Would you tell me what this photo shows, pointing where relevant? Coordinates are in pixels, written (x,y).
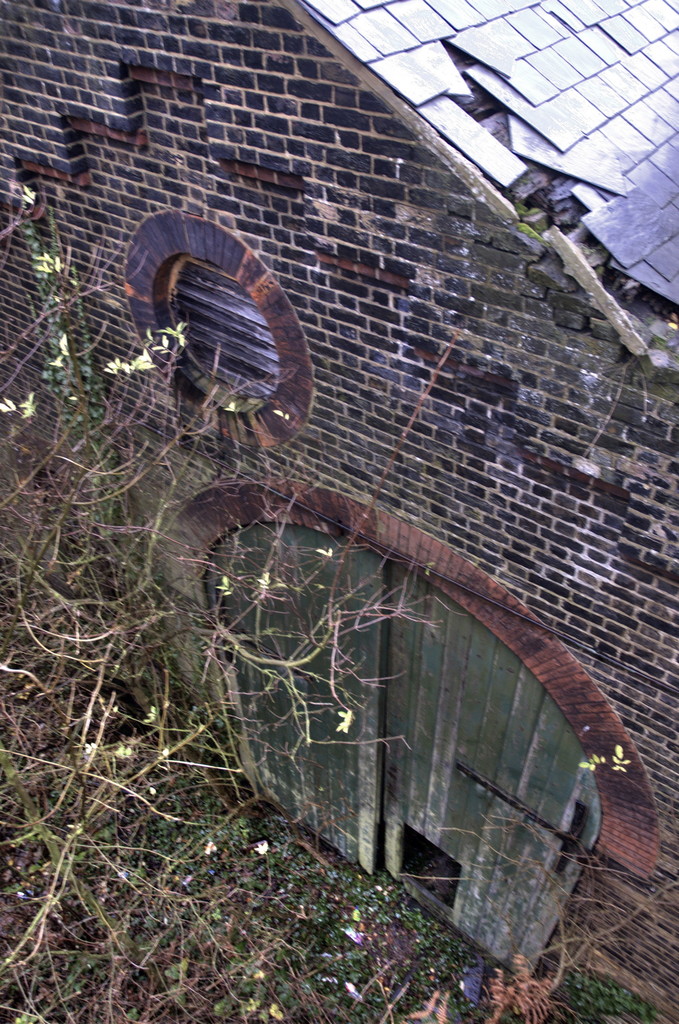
In this image there is a old building (316,105) with wooden door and trees (38,719) in front of that.
